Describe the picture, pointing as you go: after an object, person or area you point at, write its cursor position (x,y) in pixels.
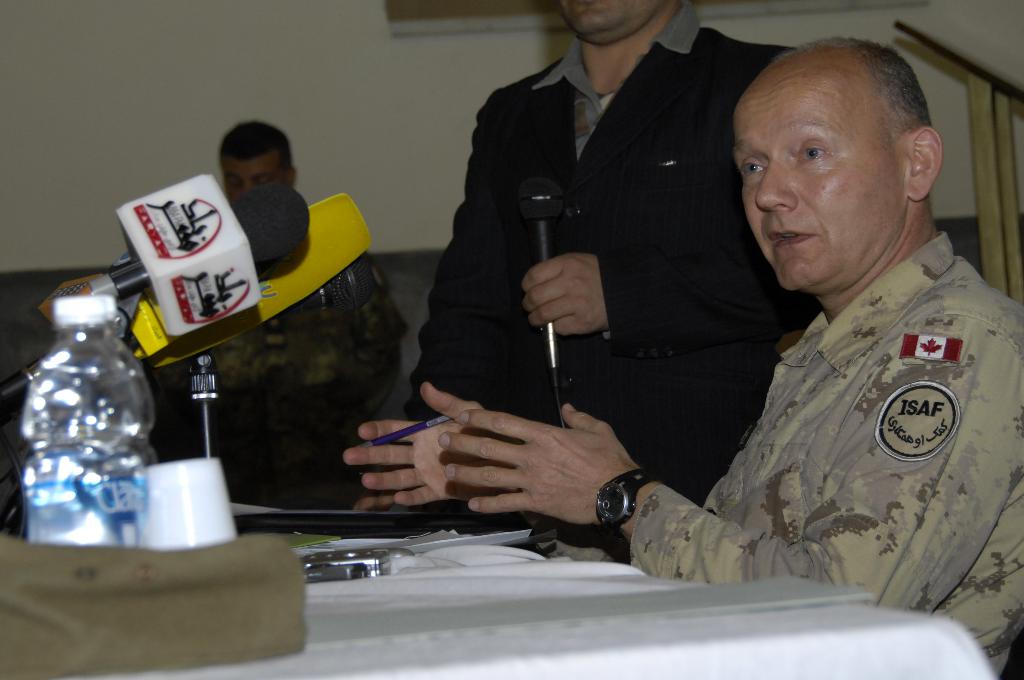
In the image we can see few persons (568,317). And on the right corner (864,421) we can see one man (864,433) sitting. And beside him we can see one man (621,157) standing and holding microphone (540,251). In front of them we can see the table (373,596), on table (391,594) we can see some objects (310,571). And back of them we can see the wall (356,116) and one person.
